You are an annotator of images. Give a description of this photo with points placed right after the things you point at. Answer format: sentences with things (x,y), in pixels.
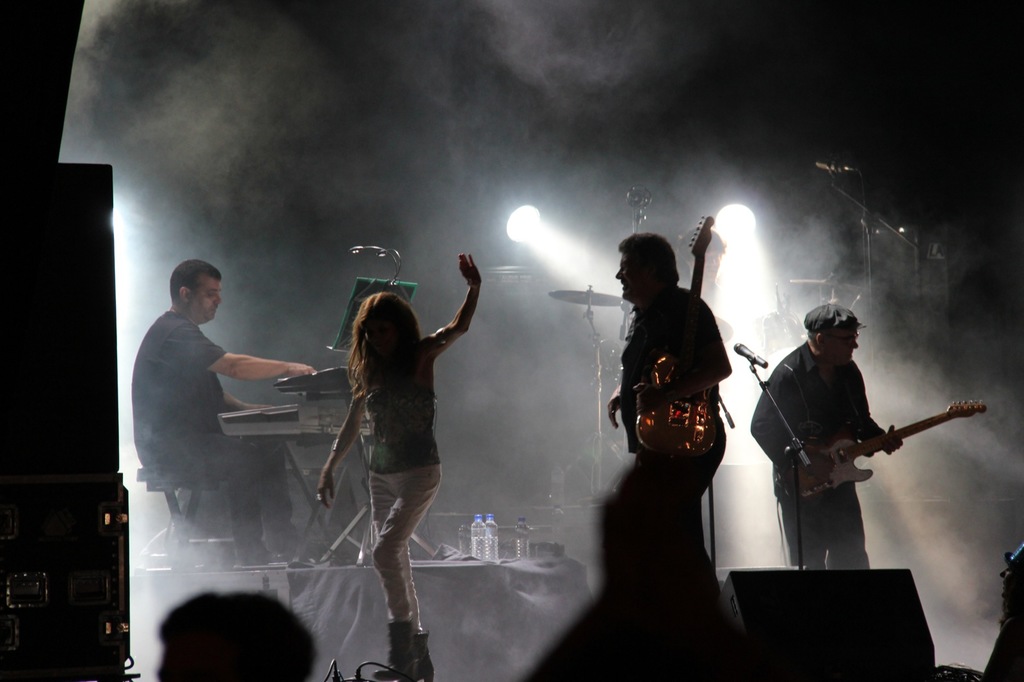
In this image I can see four people (627,433) and two people (196,325) are playing the musical instruments (834,451). I can also see some smoke (639,133) in the image.
